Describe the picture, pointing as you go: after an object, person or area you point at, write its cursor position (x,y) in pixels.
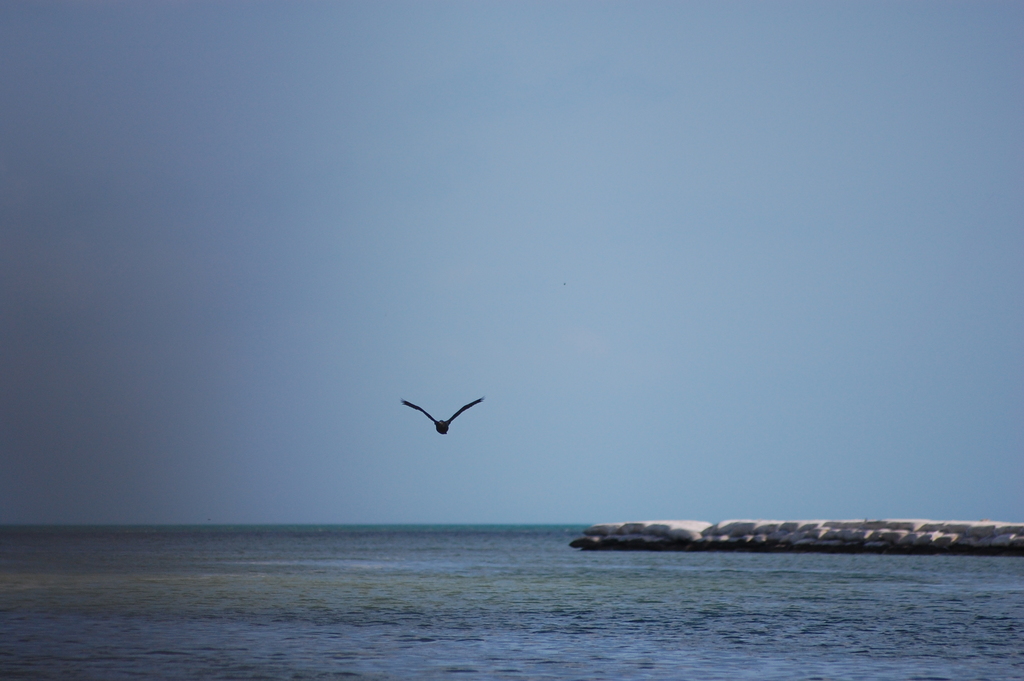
In this image I see the bird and I see the water (475,548) over here. In the background (306,412) I see the blue sky (415,248).
